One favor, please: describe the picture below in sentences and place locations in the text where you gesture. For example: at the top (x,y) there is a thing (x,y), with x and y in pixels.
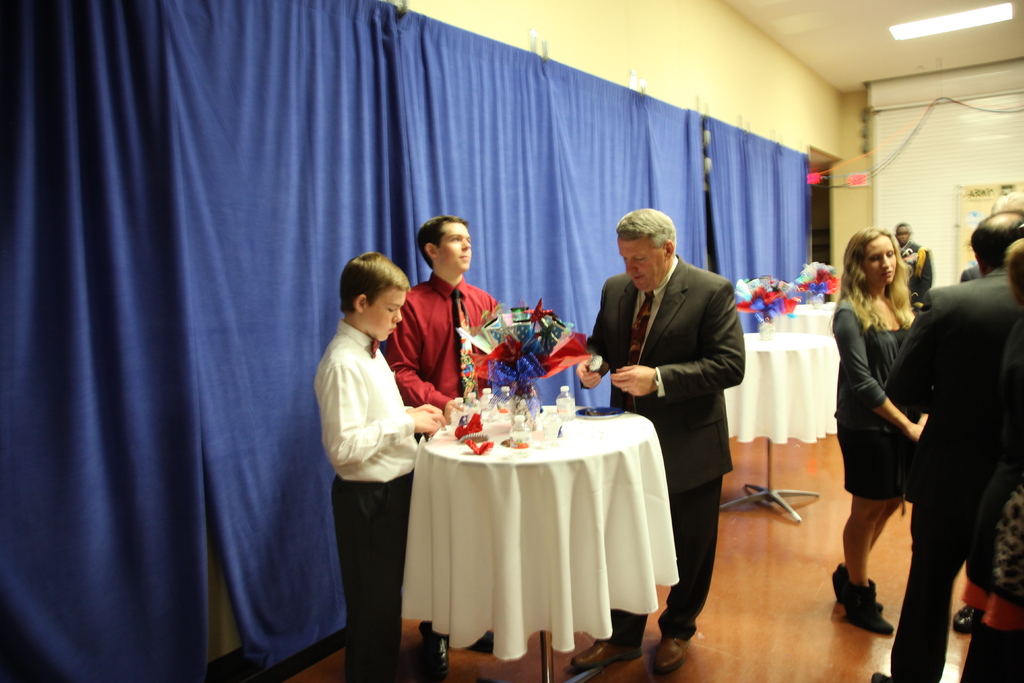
In this image, in the middle (618,317) there is a man (632,328), he wears a suit (652,327), shirt (661,301), tie (647,310), trouser (693,557). On the right (872,341) there is a woman (886,400), she wears a dress (876,448). On the left (340,382) there is a boy (385,448), he wears a shirt (382,465), trouser (379,580) and there is a man (412,399). On the right (970,317) there are some people (966,393). In the middle (564,432) there is a table (538,513) on that there are bottles (489,423), bouquet (545,363) and cloth (556,526). In the background (786,373) there are curtains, tables (786,325), people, lights (952,19) and a wall (815,108).
